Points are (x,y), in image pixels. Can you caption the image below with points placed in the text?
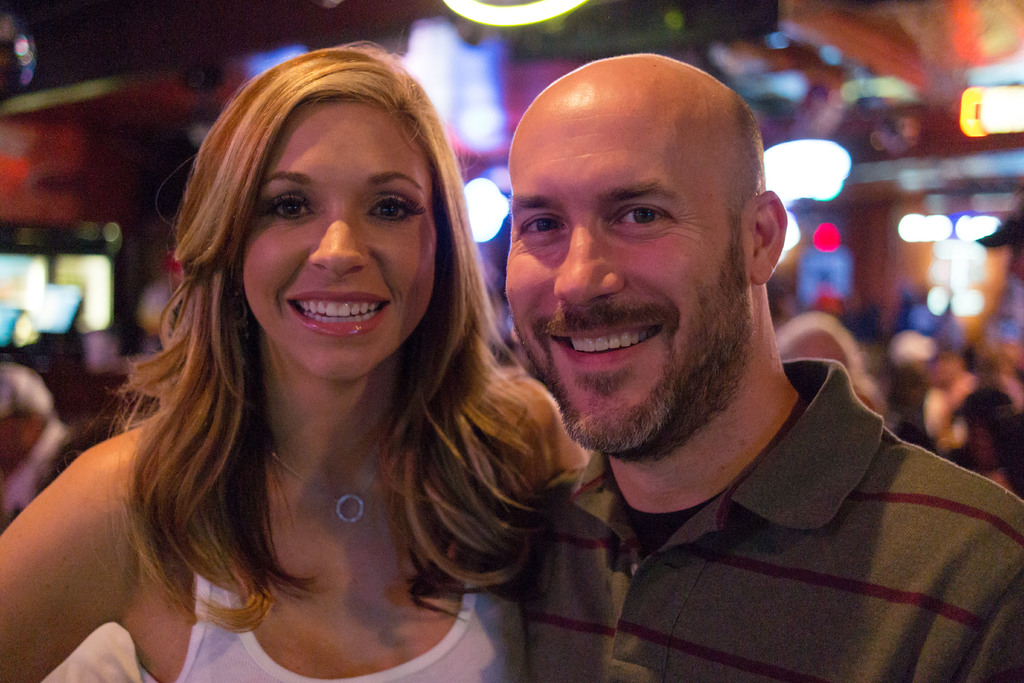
In the foreground of this image (635,626), there is a couple (562,610) standing and having smile on their faces (632,397). In the background (831,259), there is a blurred image.
